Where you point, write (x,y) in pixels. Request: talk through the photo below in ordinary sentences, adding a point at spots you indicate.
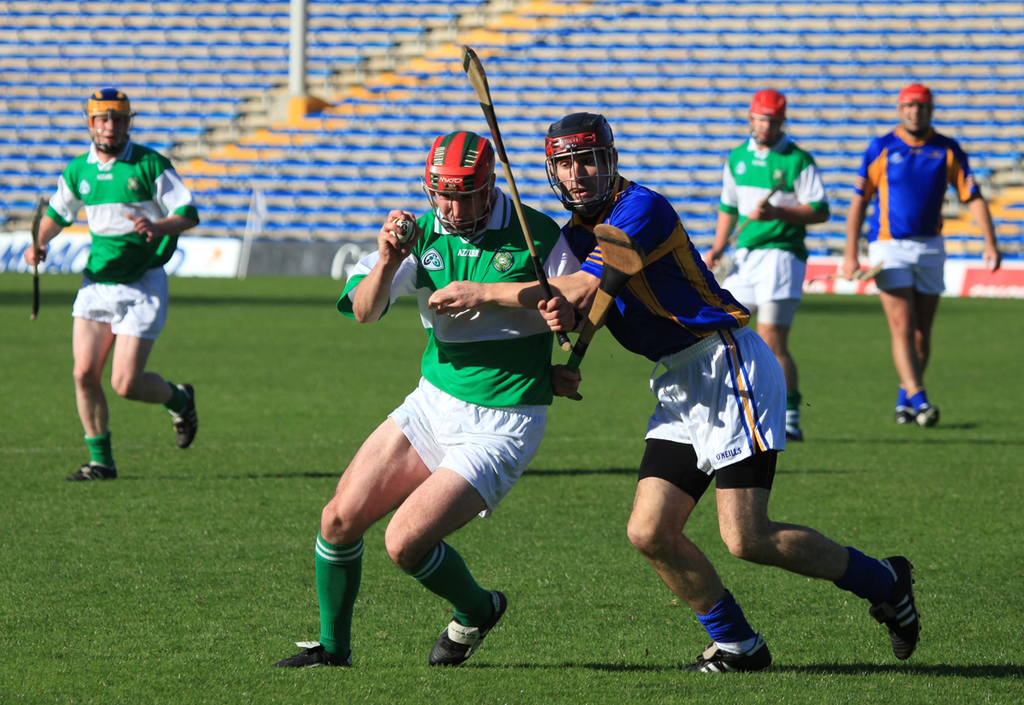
In this image there are men (666,330) holding an object (720,276), there is a playground (310,455), there are boards (267,263), there is text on the boards (824,270), there are seats (691,108), there is a pole (296,38) towards the top of the image (298,36).
